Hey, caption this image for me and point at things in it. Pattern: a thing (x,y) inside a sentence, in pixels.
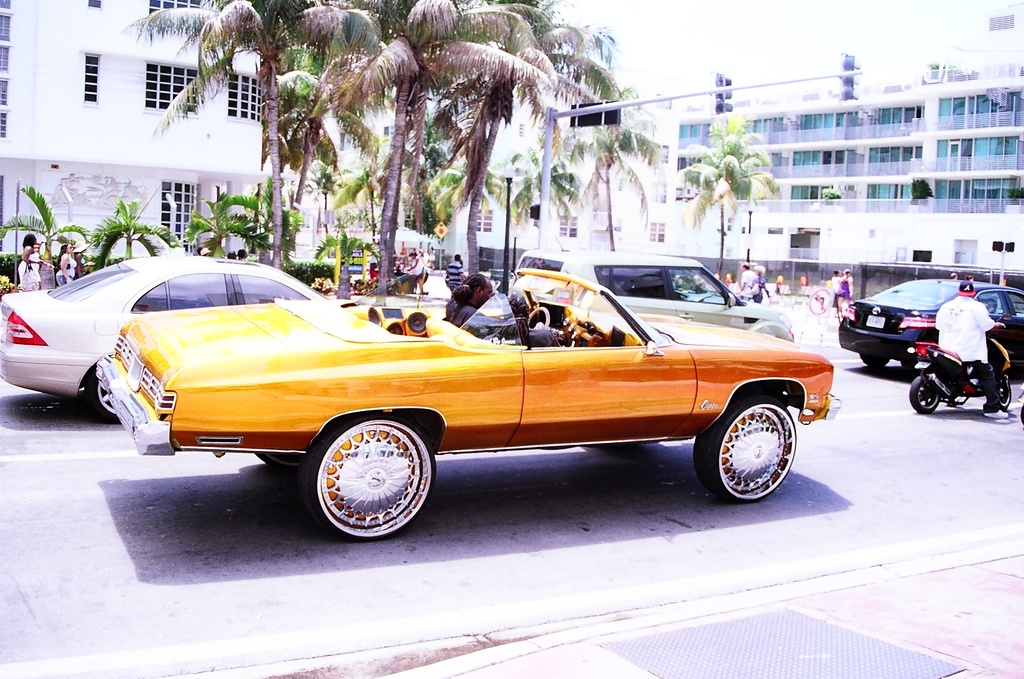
This image is clicked outside. There are trees (610,235) in the middle (369,248), there are buildings (885,215) on the right side (884,172) and left side (92,211). There are cars (556,259) in the middle (373,381). There is a person (955,304) on motorcycle (913,399) on the right side (953,359). There is sky (843,39) on top (861,33).
